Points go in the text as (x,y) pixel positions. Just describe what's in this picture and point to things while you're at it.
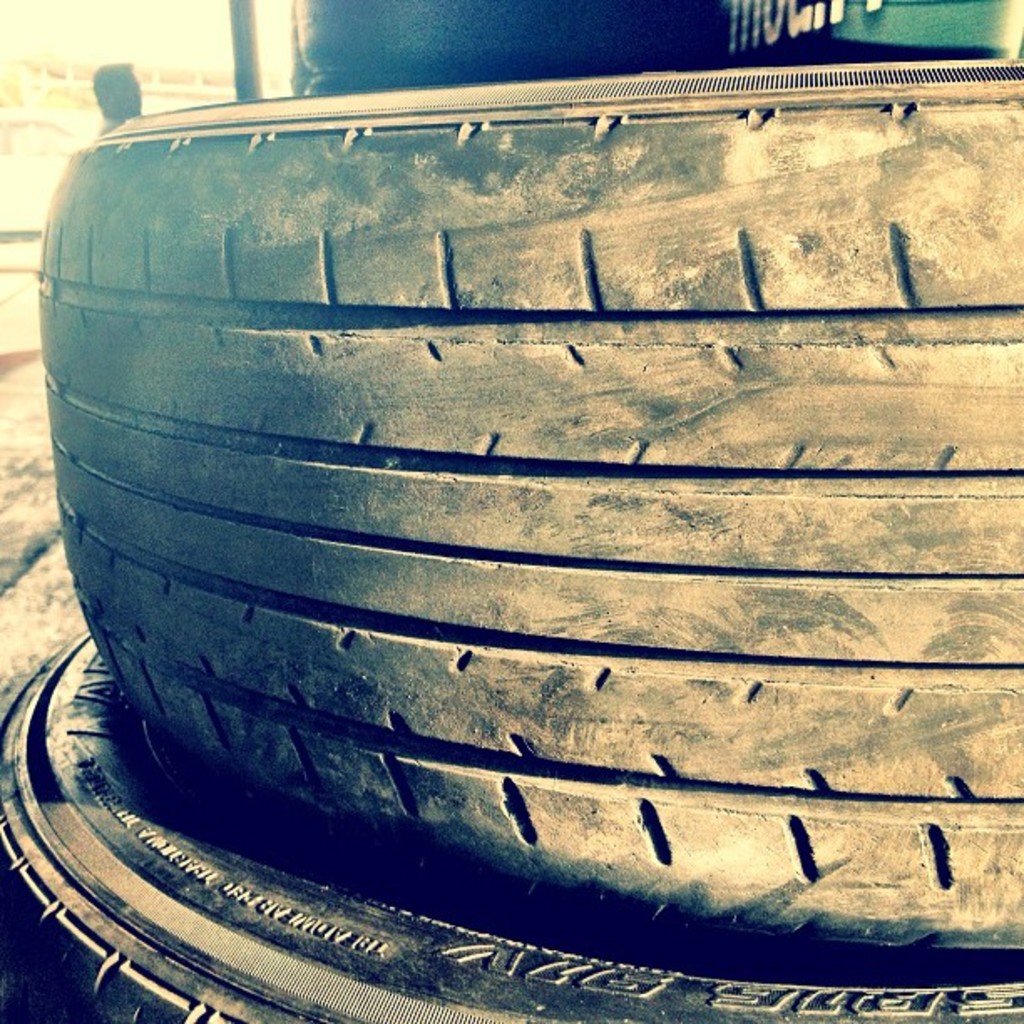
In this picture I can see two tyres (331,690), and in the background (745,34) there are some objects (508,74).
